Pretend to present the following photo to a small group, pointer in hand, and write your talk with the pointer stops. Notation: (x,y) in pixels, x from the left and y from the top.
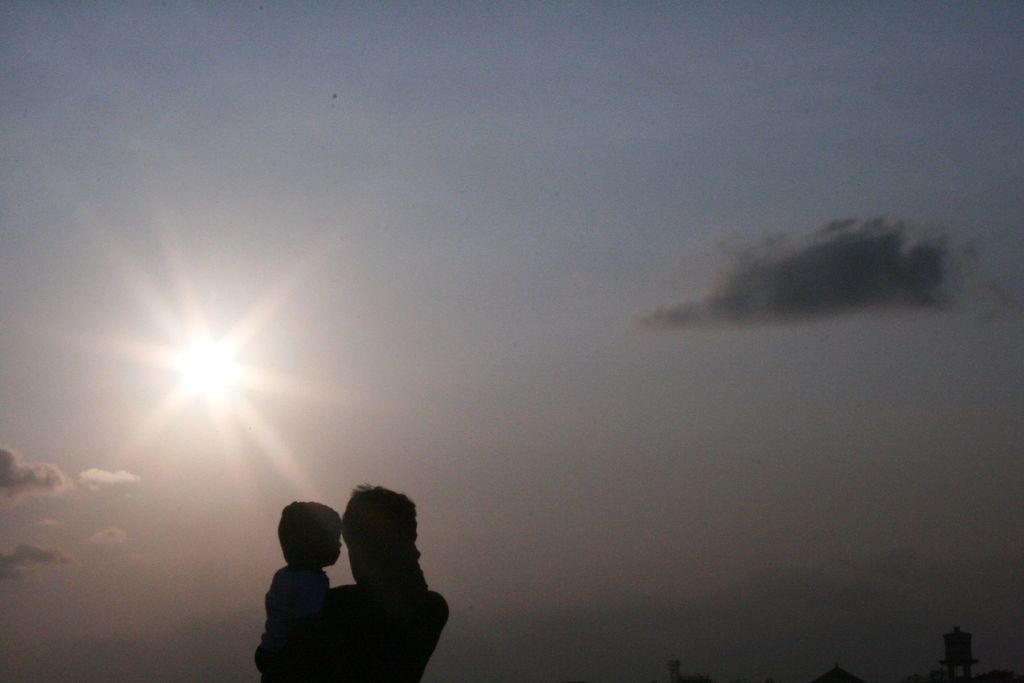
In this image we can see two persons (362,563). Behind the persons (292,593) we can see the sun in the sky (480,446). At the bottom (689,680) we can see few objects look like buildings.
